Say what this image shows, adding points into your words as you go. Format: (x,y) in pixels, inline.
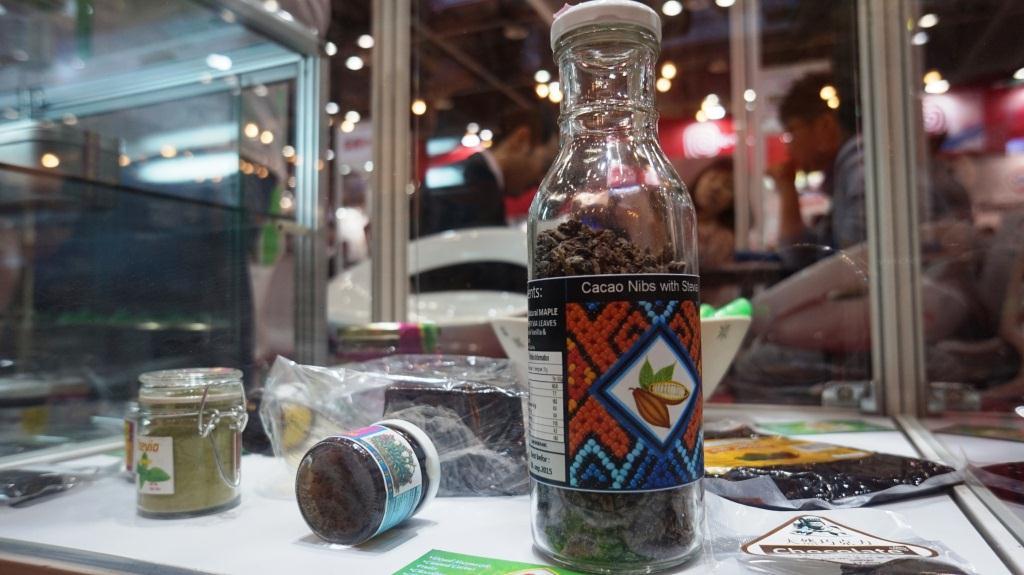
In this image we can see a bottle (577,344) with label (571,396) on it. There are jars (333,446), bowl (725,322) and packets (822,494) on the table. We can see few people (839,176) in the background (513,158).
